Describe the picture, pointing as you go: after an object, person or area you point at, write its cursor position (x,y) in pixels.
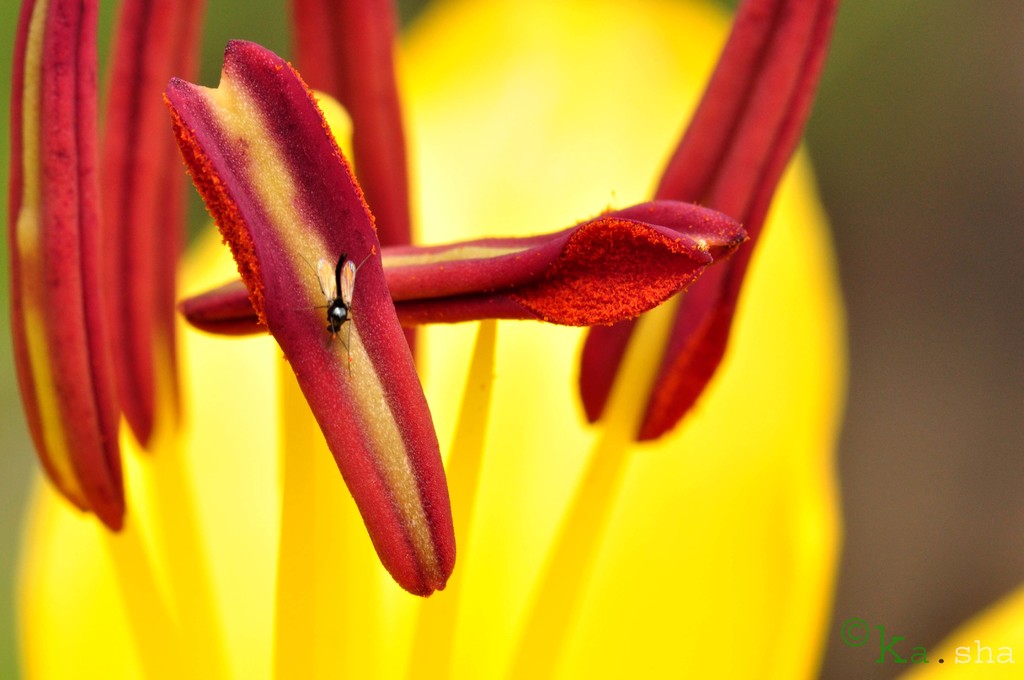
In this image there is a fly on the pollen grain (354,422). And the background (654,142) is colored.
